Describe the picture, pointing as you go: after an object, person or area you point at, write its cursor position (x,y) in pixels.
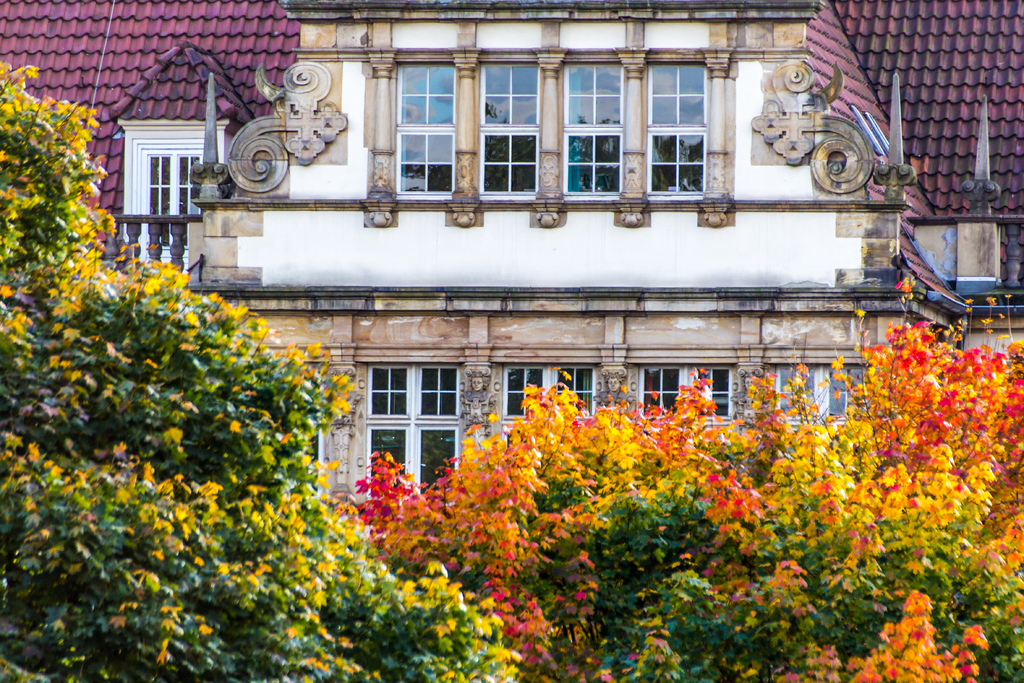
This image is taken outdoors. At the bottom of the image (267,540) there are a few trees (691,565) with leaves (464,537), stems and branches (886,414). In the background (342,155) there is a building (536,374) with walls (512,358), windows (526,381), carvings (481,389), a roof (78,64) and a railing (178,247).
